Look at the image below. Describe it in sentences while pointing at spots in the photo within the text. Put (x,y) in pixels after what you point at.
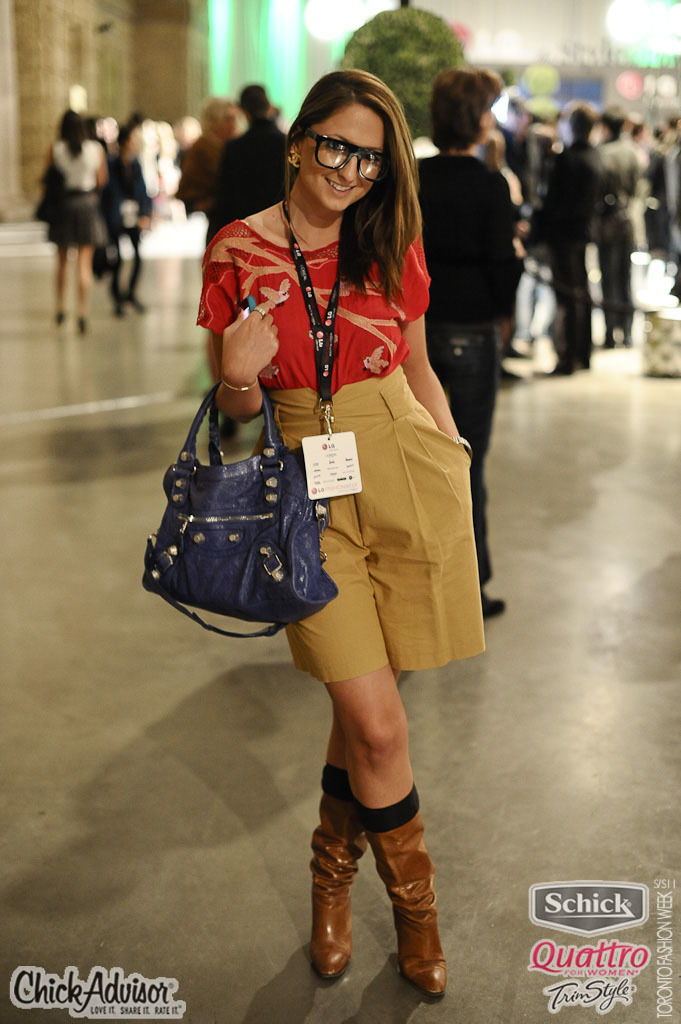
In this picture we can see a woman (339,289) standing wearing a Id card (333,476) and a handbag (269,416). In the background (620,237) there are more people (560,167) some are walking and some are standing.
